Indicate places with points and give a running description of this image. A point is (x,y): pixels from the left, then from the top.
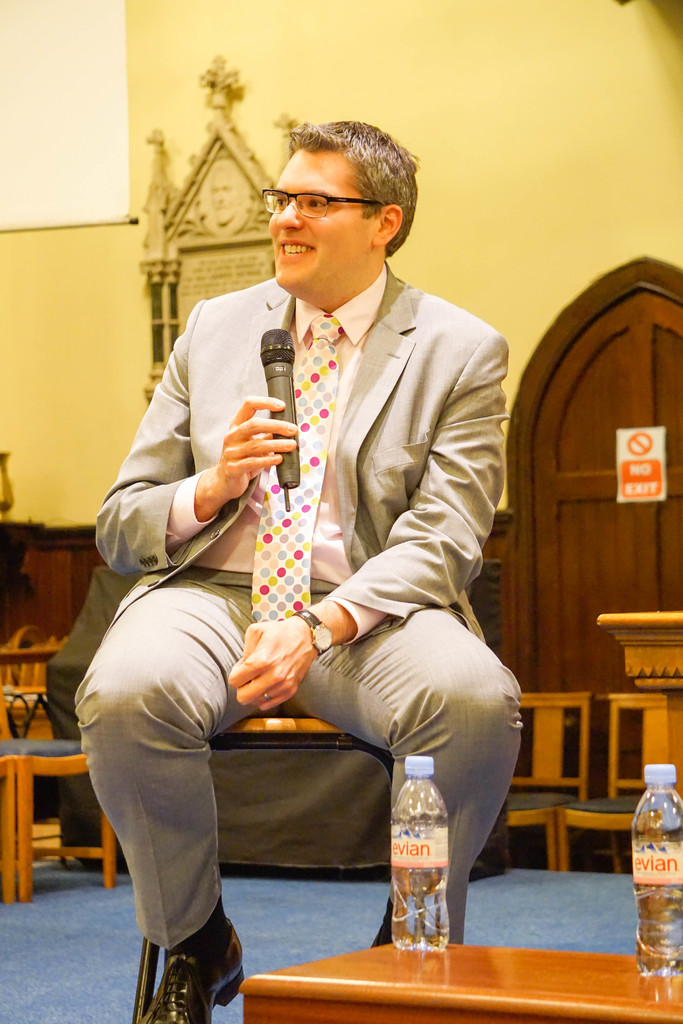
A man (214,730) is sitting on the chair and wear a coat (394,467), tie (308,488), watch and holding a mic (284,437).
